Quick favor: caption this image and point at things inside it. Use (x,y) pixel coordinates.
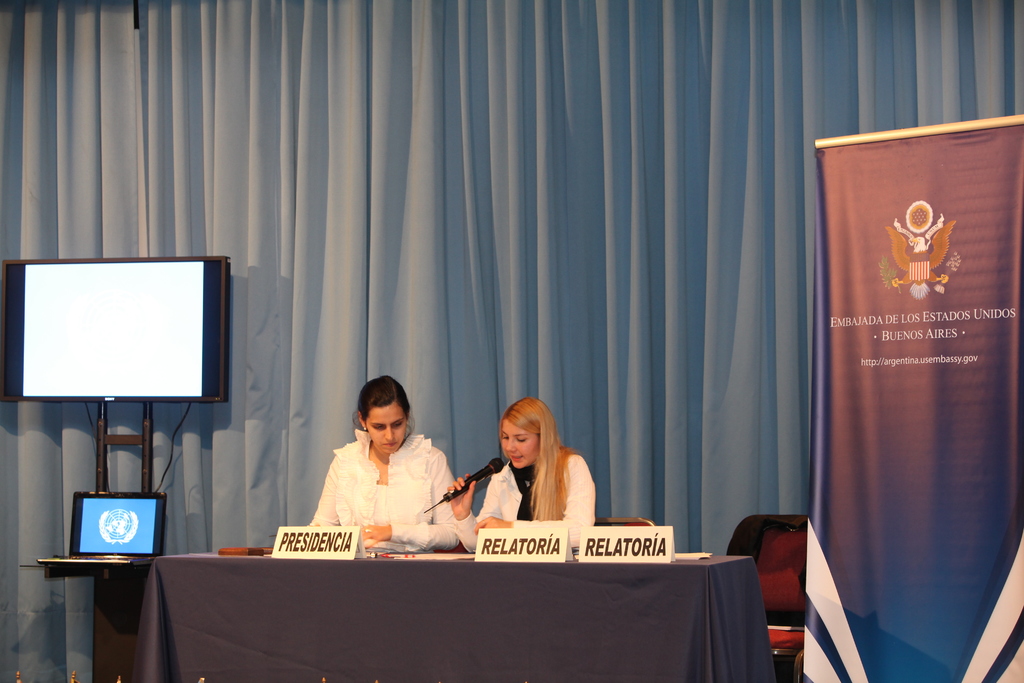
In this image there are two people (405,544) sitting on the chair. In front of them there is a table (389,587). On top of it there are name boards (495,549) with some text (318,542) on it and there are a few other objects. Beside them there is another chair (776,655). There is a banner (840,410). On the left side of the image (112,535) there is a laptop (153,546) on the table (129,574). There is a TV (127,385). In the background of the image (410,302) there are curtains (660,209).
